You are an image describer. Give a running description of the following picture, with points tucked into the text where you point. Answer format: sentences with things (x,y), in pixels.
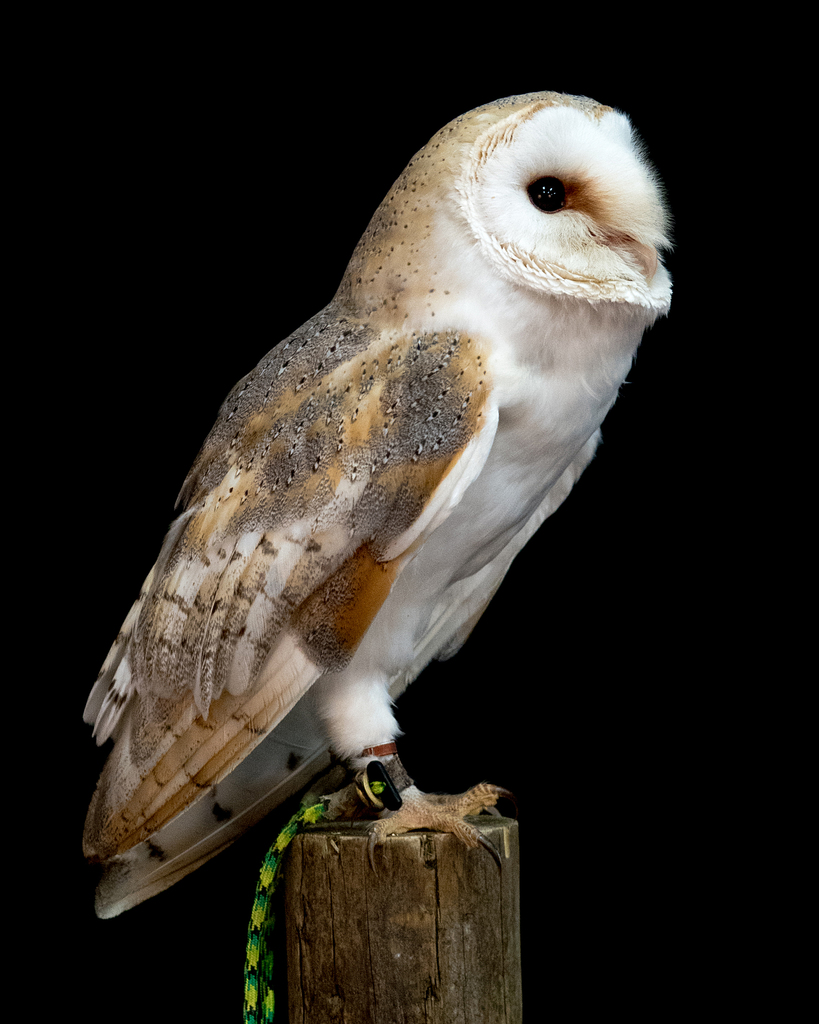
In the center of the image (389,486), we can see a bird (340,667) on the trunk (330,867) and the background (626,905) is in black color.
